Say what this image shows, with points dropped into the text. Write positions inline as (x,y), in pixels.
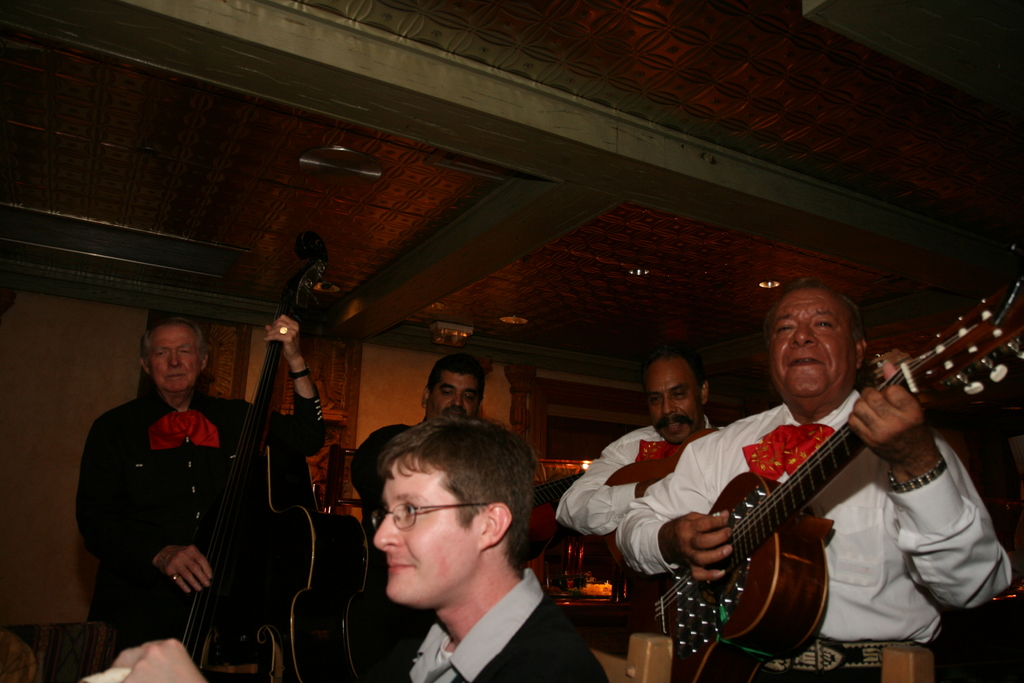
In this picture we can see a group of people (118,530) playing musical instruments (730,490) such as guitar (723,649), double bass (231,457) and here person (418,506) wore spectacle (374,523) and smiling and in background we can see wall (404,348). lights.
